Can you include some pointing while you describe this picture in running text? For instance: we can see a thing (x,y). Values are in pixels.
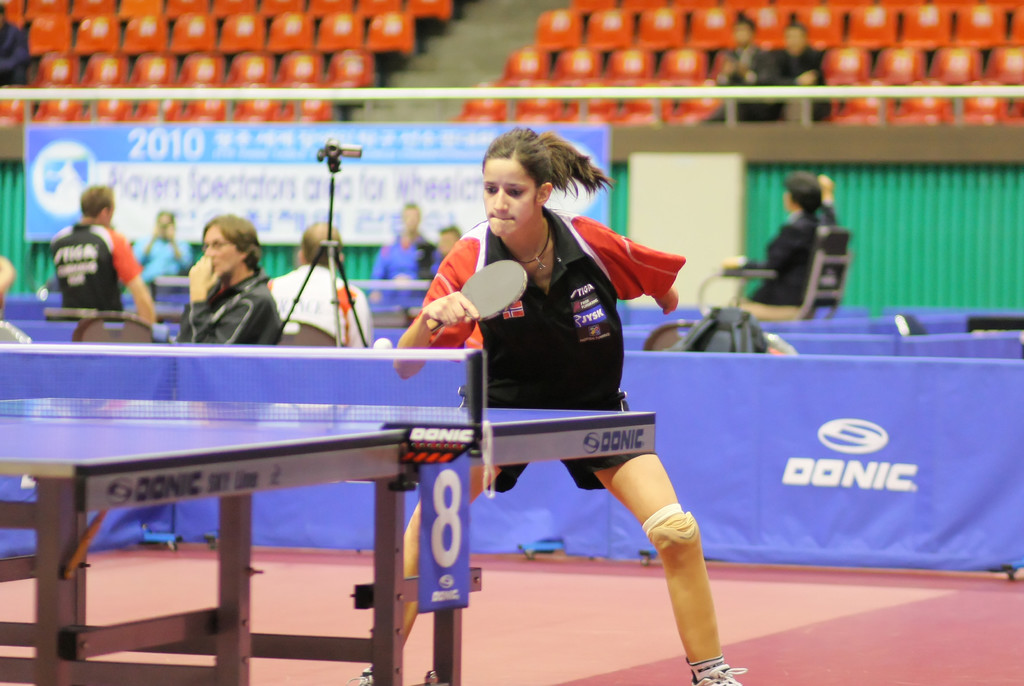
In this image in the center (586,312) there is one woman (510,216) standing, and she is playing table tennis. In front of her there is a table (414,422), and in the background (93,220) there are a group of people (107,224) sitting and also we could see some boards (406,201), camera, bags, chairs (959,74), railing (960,93) and some other objects (228,364).
